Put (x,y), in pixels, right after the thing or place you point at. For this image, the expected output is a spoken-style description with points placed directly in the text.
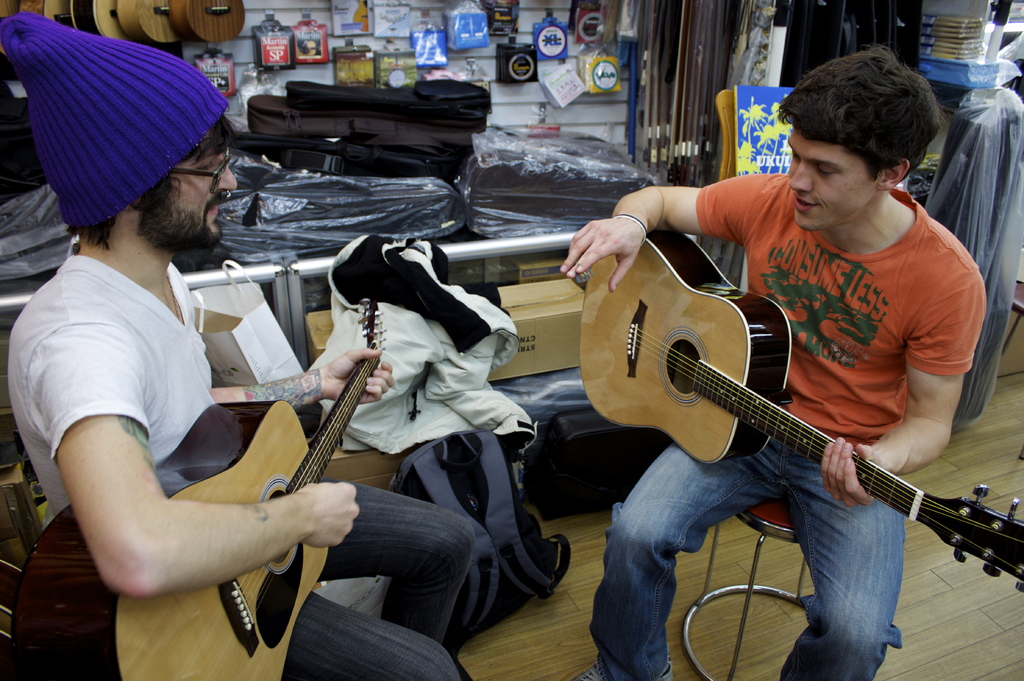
There are two men (166,228) sitting on the stools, playing a guitars (671,368) in their hands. In the background (295,104) there are some bags (450,116) were placed behind the railing (293,277).
